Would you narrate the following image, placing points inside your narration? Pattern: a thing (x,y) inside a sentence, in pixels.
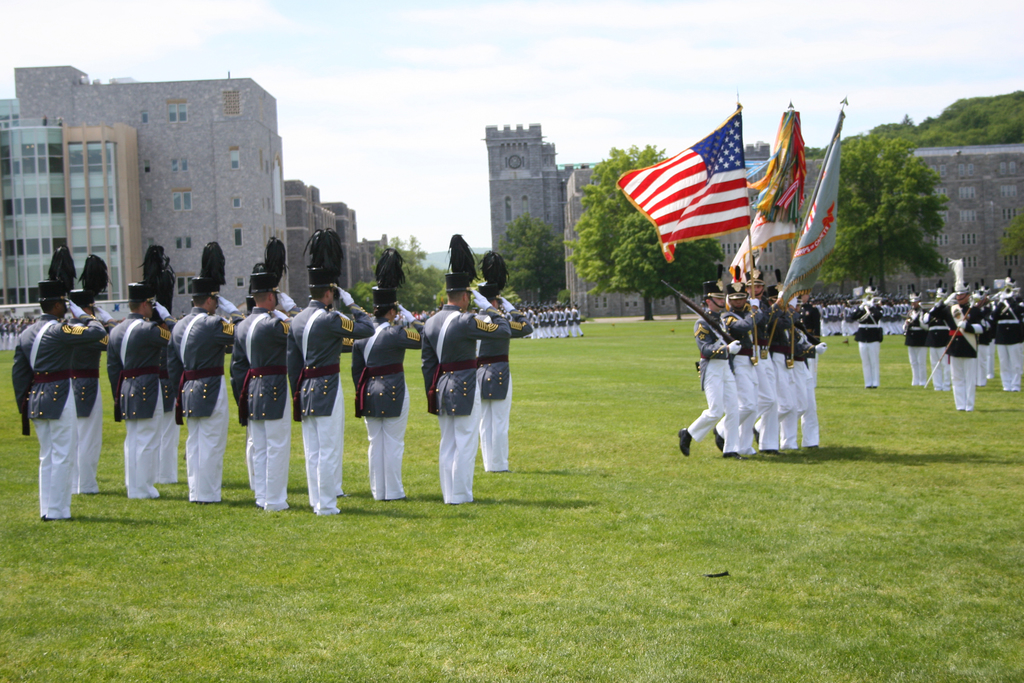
At the bottom of the image (645,510) there is grass (405,462). In the middle of the image (469,436) few people (1012,385) are standing and few people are holding flags (810,238) and weapons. Behind them there are some trees (1011,98) and buildings (55,123). At the top of the image (388,132) there are some clouds (463,132) and sky (572,132).
